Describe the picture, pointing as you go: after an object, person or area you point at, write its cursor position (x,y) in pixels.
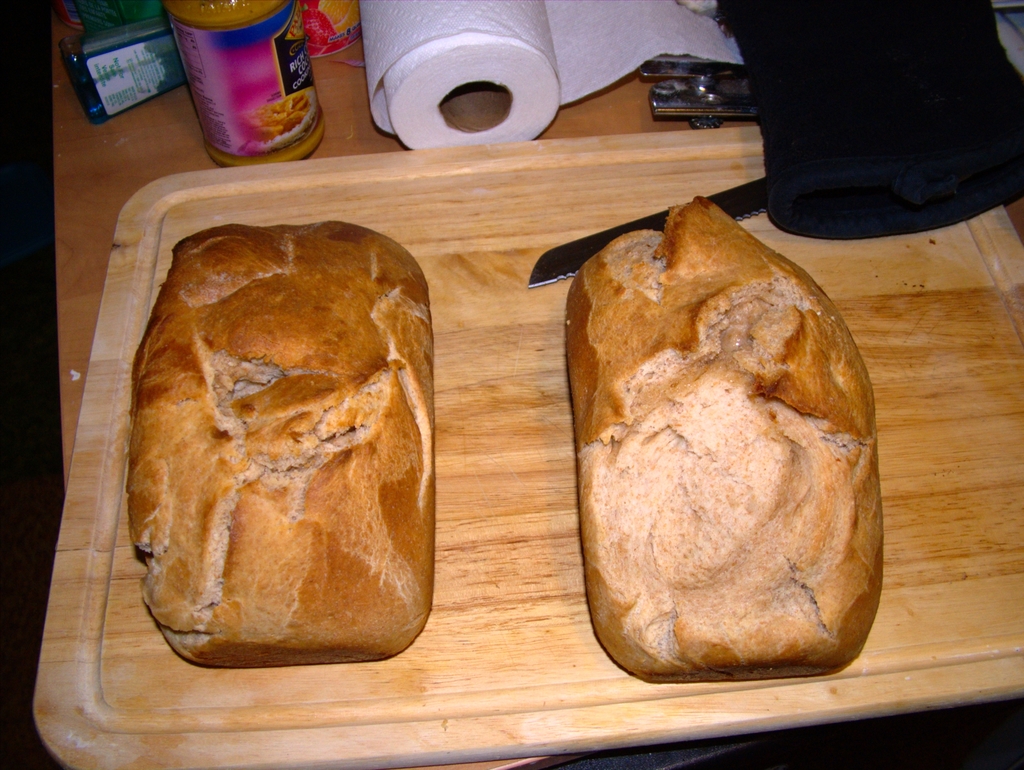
In this image to the bottom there is a table (78,306), and on the table (94,147) there is one tray (450,274). In that tray (885,548) there are some buns (769,539) and knife (553,267), tissue roll (451,25), bottles (119,21) and some objects (916,108).
